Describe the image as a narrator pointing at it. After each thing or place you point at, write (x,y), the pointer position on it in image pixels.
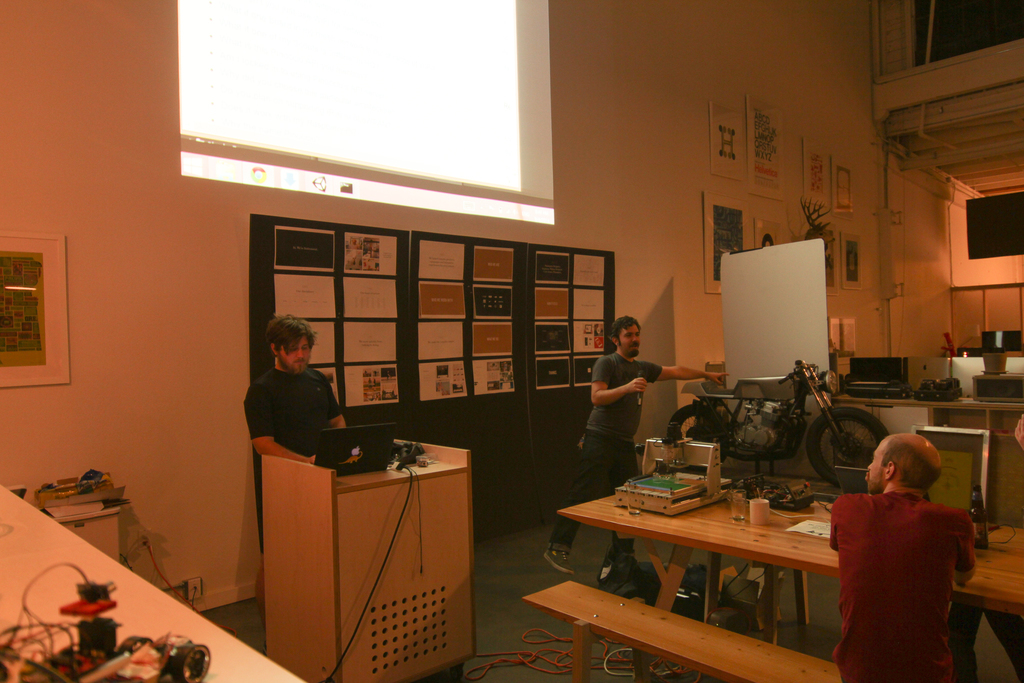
in a picture there are three persons (910,544) in which two persons (604,379) are standing one person (838,530) is sitting on a bench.
